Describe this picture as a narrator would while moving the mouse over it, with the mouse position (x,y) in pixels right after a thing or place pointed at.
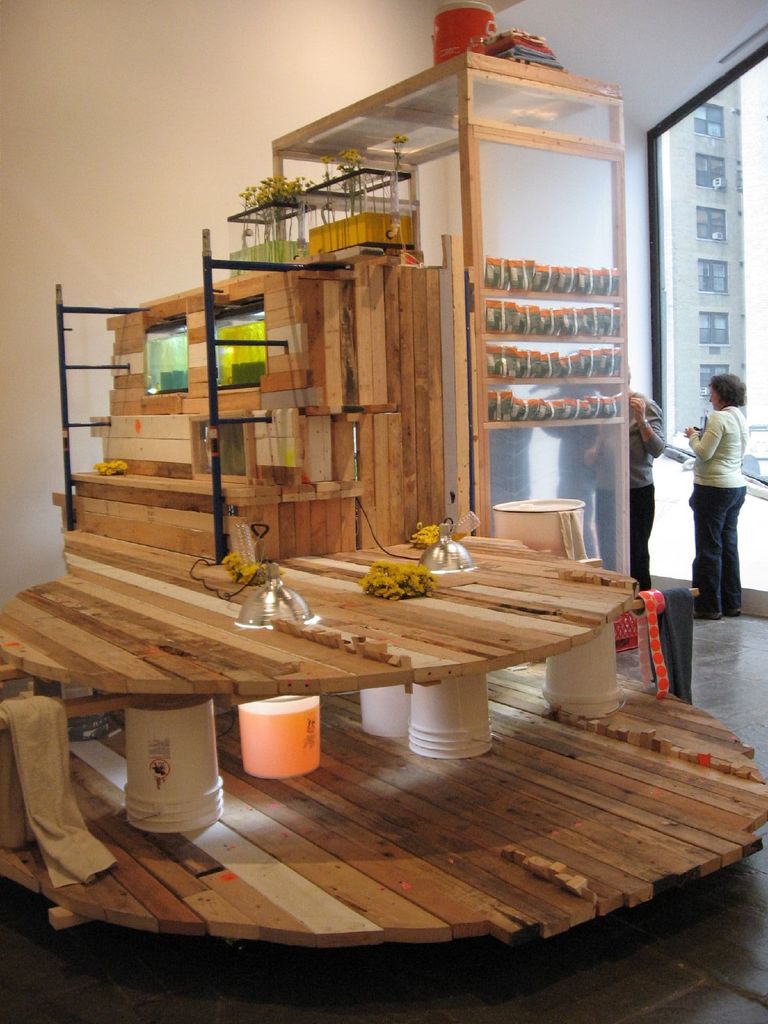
This Picture describe about the big wooden rafter (332,864) placed on each other on the top of the buckets (245,740) and some iron pipes (214,510) attached to them. On the top (472,105) we can see the flowers (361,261) and a big glass box (478,100) in which some packets (550,320) are seen. Behind we can see a woman (697,487) wearing white jacket (699,459) standing and discussing with the person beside her and a big glass window (707,367) in the background (713,180).
